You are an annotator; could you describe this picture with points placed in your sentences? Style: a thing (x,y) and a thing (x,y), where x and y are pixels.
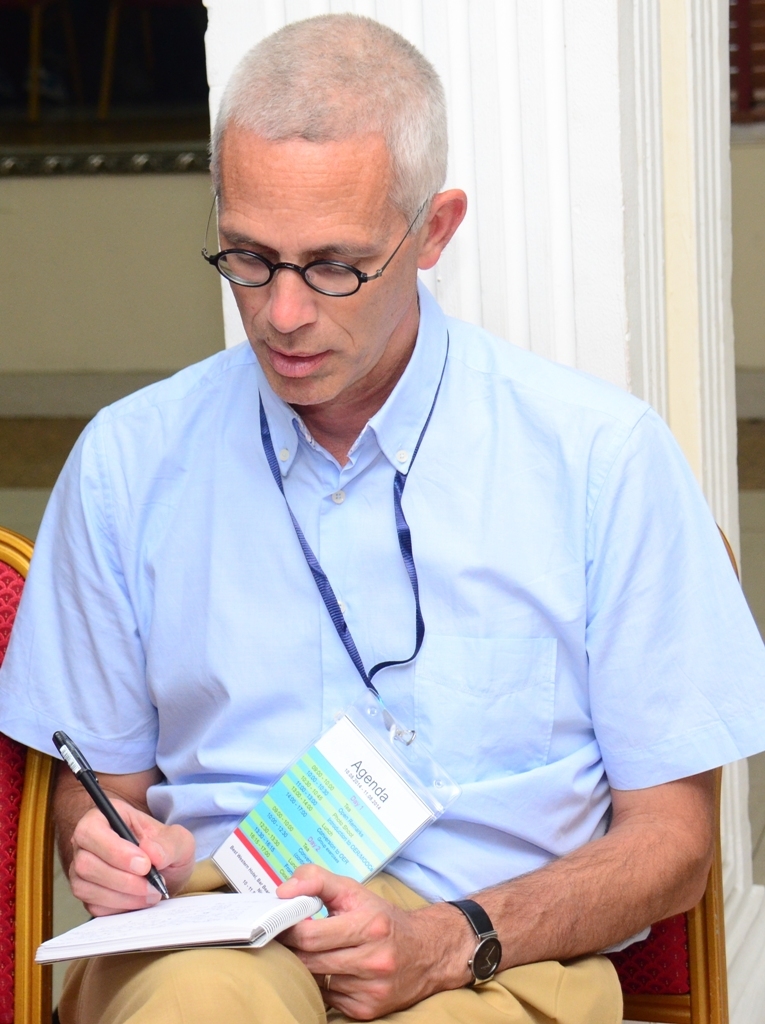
In the middle of the image (470,547), there is a person (398,550) in a shirt (422,309), sitting and writing something on the white color page (205,900) of a book (124,913). In the background (563,20), there is a white color pillar (605,82) and there is a wall (80,247).
